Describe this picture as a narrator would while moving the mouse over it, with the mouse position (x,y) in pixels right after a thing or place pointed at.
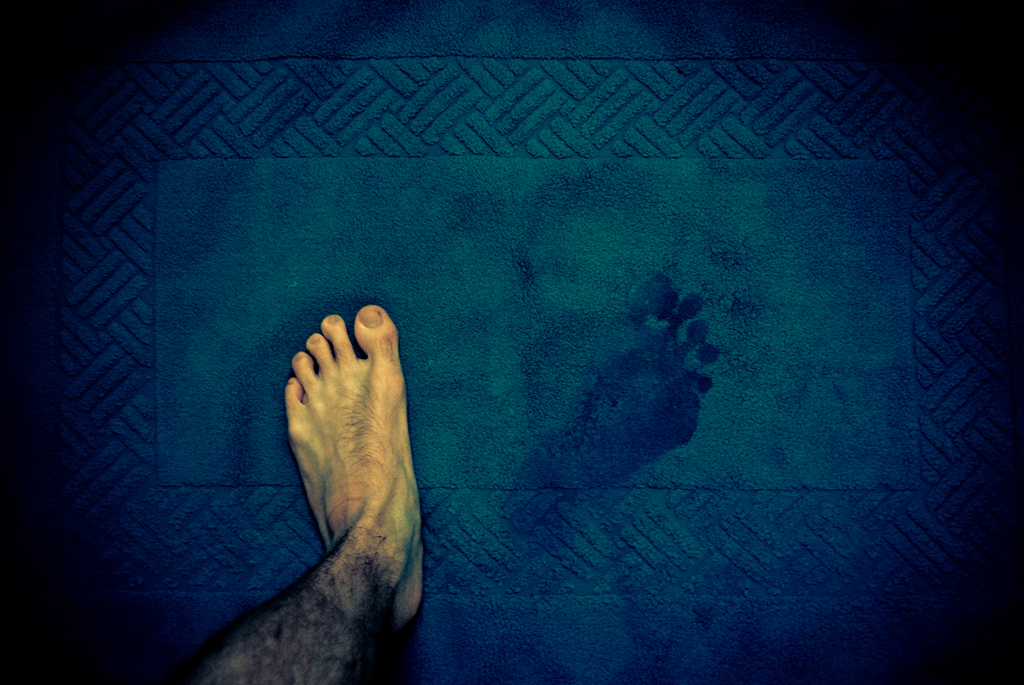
In this image we can see a person's leg (321,411) which is on the mat (653,134) which is of blue color.
